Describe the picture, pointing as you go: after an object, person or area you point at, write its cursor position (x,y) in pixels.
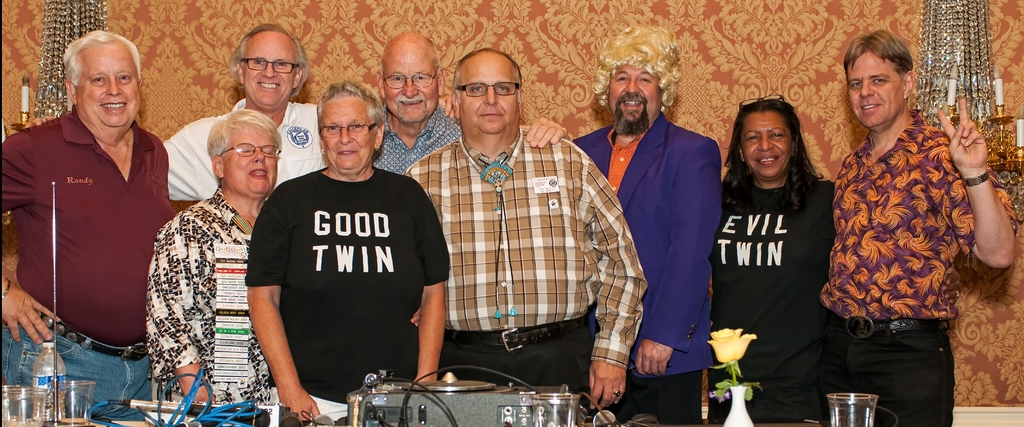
In this picture there are people (450,204) those who are standing in the center of the image (570,248) and there is a table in front of them on which, there are glasses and other items (40,369).
